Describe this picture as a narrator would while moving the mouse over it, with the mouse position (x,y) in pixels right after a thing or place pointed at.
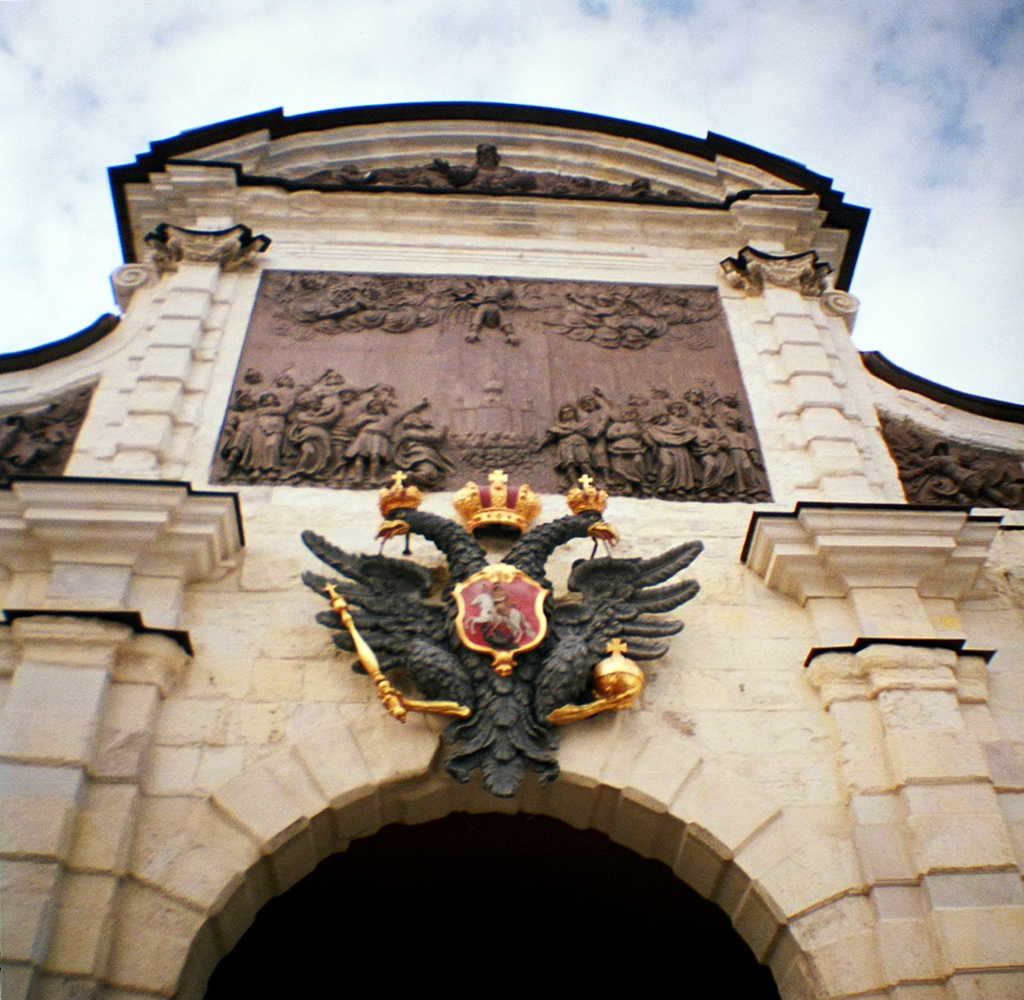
Here in this picture we can see the front view of an historical monument (677,770) over there and in the middle (454,560) we can see something present, which is in the shape of an two faced eagle (546,560) with a crown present on it over there and we can see the sky (607,27) is fully covered with clouds (27,189) over there.
